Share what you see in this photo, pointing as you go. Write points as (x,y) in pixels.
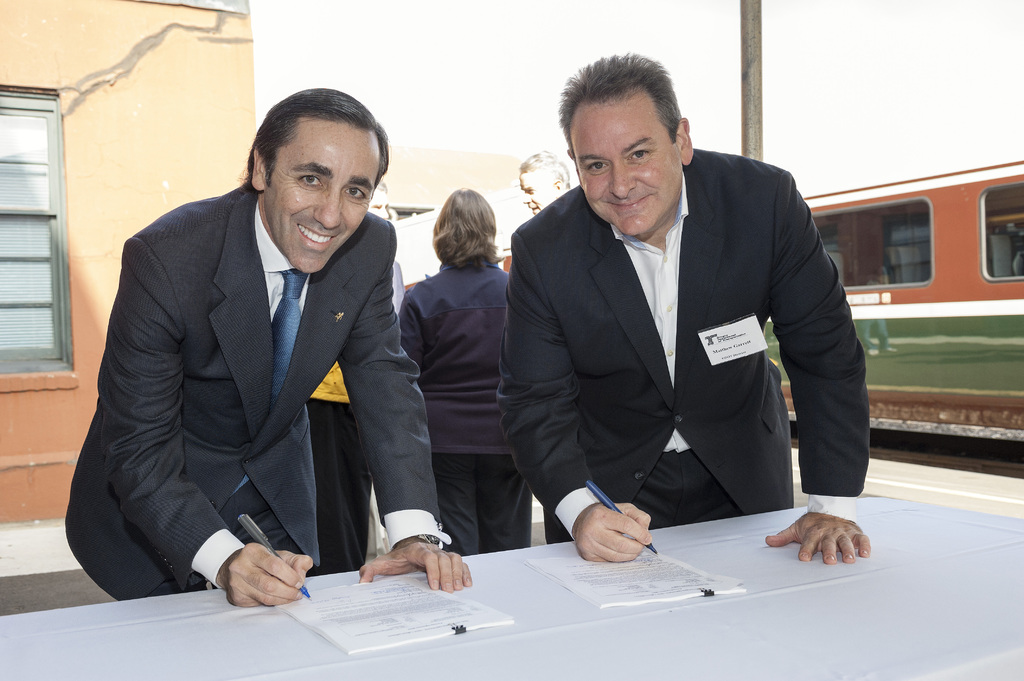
2 men (712,298) are standing and smiling, holding a pen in their hands (635,525). There are papers (467,615) on the table (242,627) present in front (684,563) them. There are other people (440,343) behind them. There are buildings (69,402), pole (754,127) and a train (941,269) at the right (949,265).
